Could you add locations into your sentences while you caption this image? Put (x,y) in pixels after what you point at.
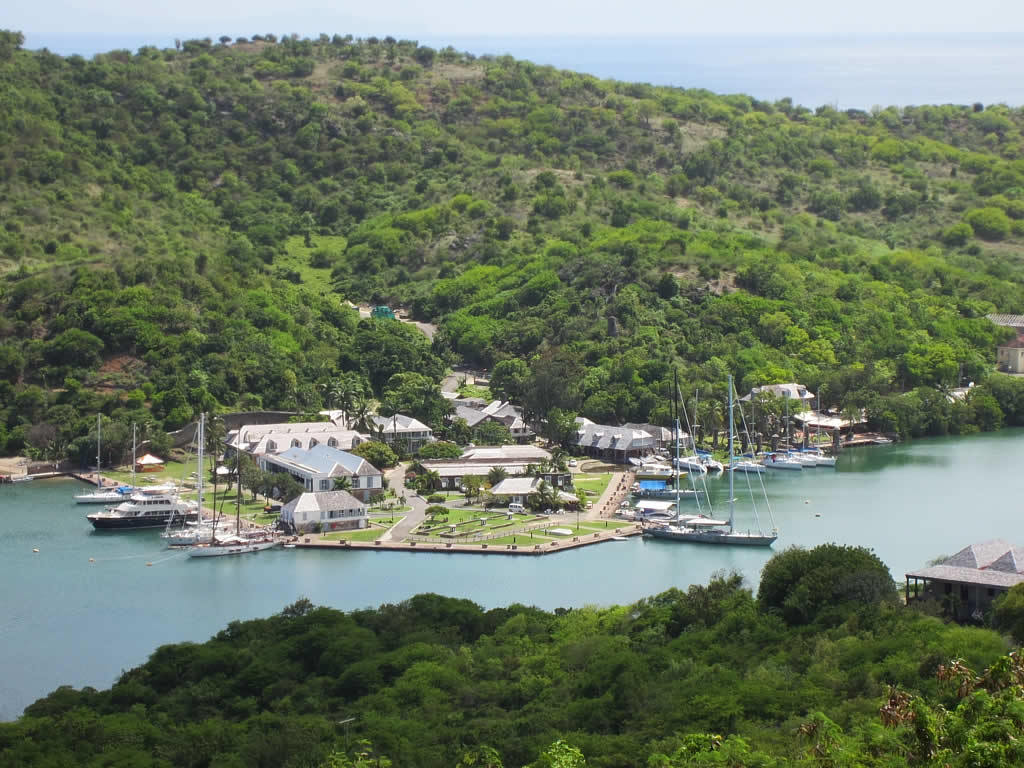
This image consists of mountains (495,298) covered with plants (444,306) and trees (447,303). In the middle (341,463), there is water (576,561) and there are, many houses (396,423) along with boats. At the bottom (537,679), there are big trees (544,705).
